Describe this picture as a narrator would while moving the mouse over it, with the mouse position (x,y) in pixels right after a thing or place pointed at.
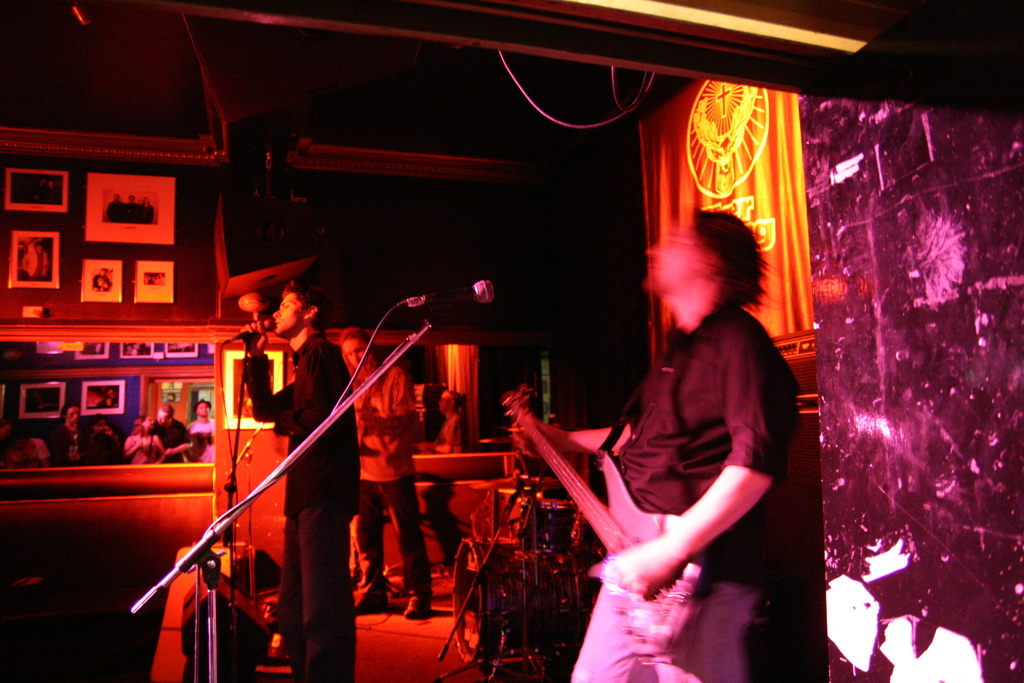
In this image I see 3 persons (283,326), in which 2 of them are holding the musical instruments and this man (307,353) is holding the mic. I can also see few people (198,440) over here.
